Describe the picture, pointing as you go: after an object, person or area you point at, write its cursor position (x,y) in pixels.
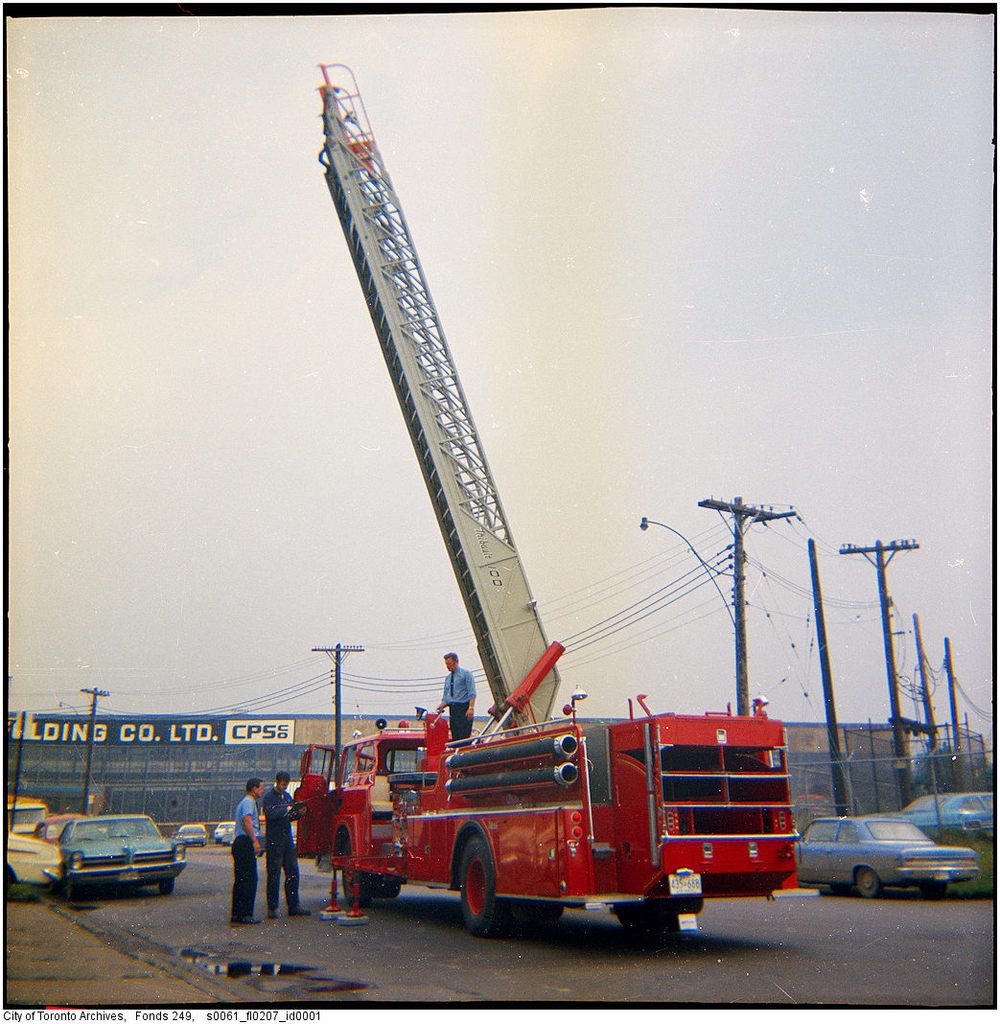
In this image we can see people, fire brigade (522,675), vehicles (891,863), electrical poles (731,516), poster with some text (66,736) and sky (47,414).
